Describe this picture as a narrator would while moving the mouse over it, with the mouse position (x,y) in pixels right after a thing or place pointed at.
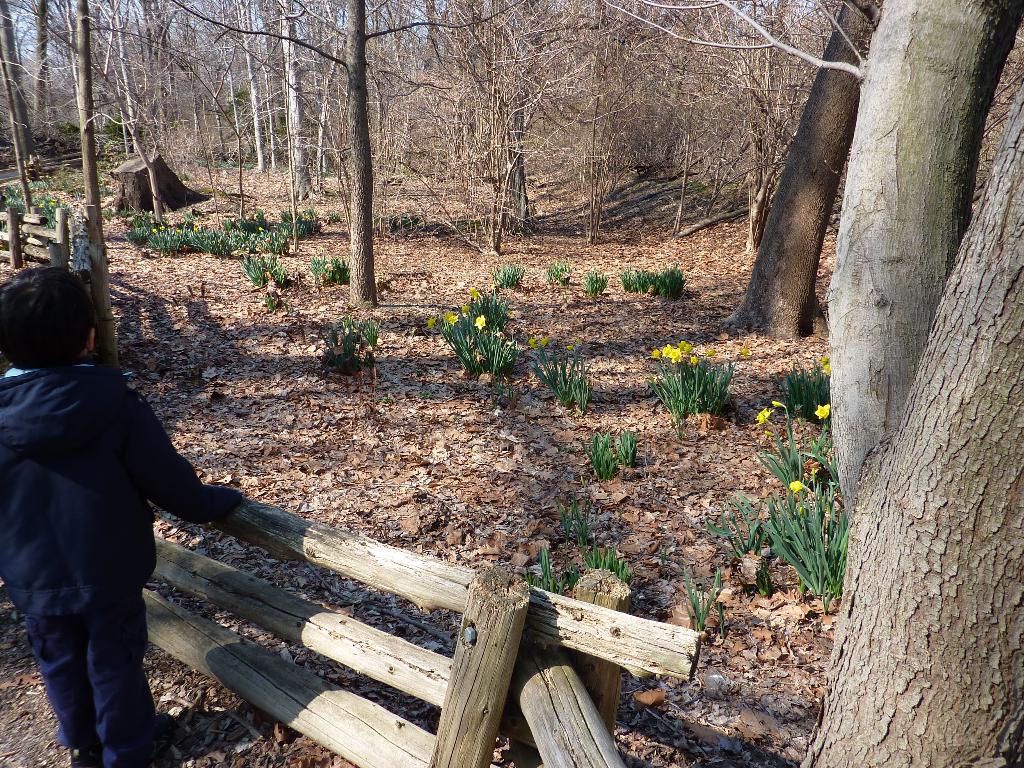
Left bottom of the image (70,633) one boy (74,421) is standing. In front of him wooden fencing (452,720) is there. Background of the image (55,77) trees (574,104) are there and on land (410,416) plants (799,545) and dry leaves (383,392) are there.
